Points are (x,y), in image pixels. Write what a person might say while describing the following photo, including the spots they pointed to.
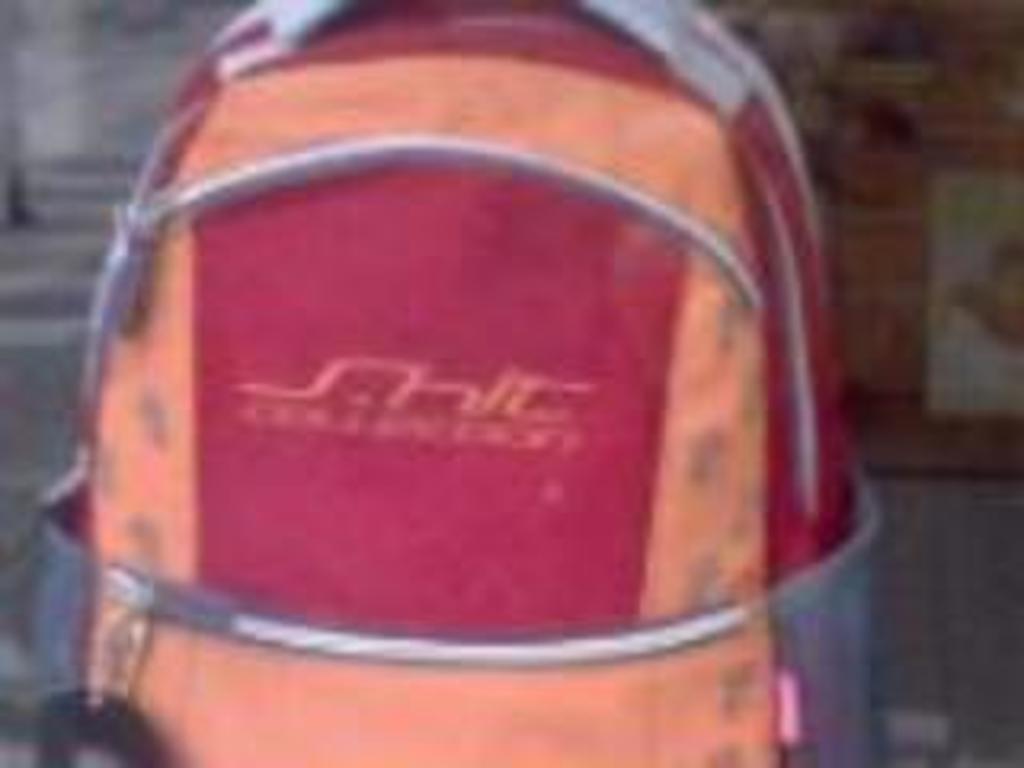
In this picture we can see orange and red color bag (541,320) this is placed on a floor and it is somewhat blurry.
